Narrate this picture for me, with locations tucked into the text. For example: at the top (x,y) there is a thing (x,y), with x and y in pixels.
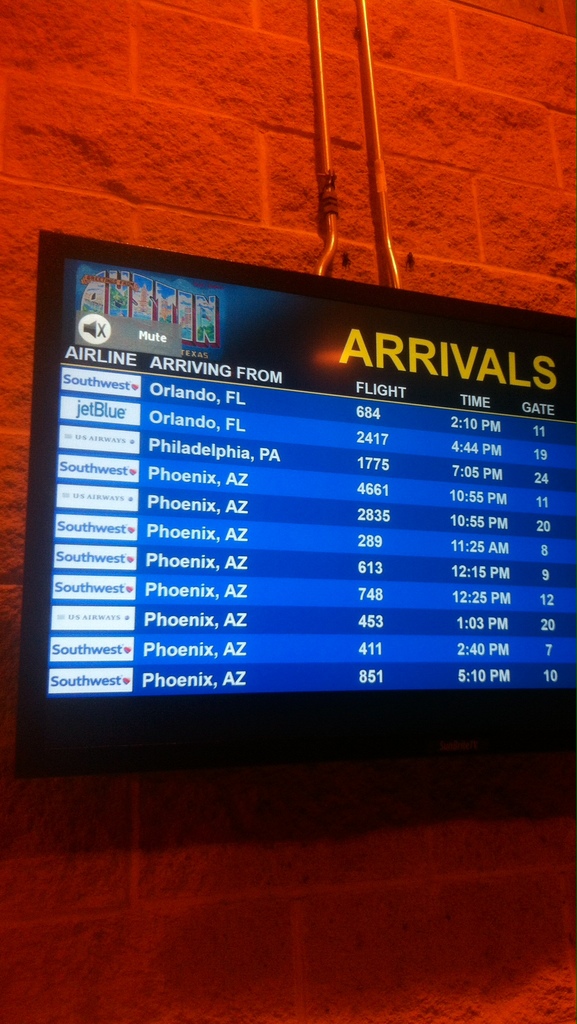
In this picture we can see a screen (319,419) and other things (319,109) on the wall (236,107).
